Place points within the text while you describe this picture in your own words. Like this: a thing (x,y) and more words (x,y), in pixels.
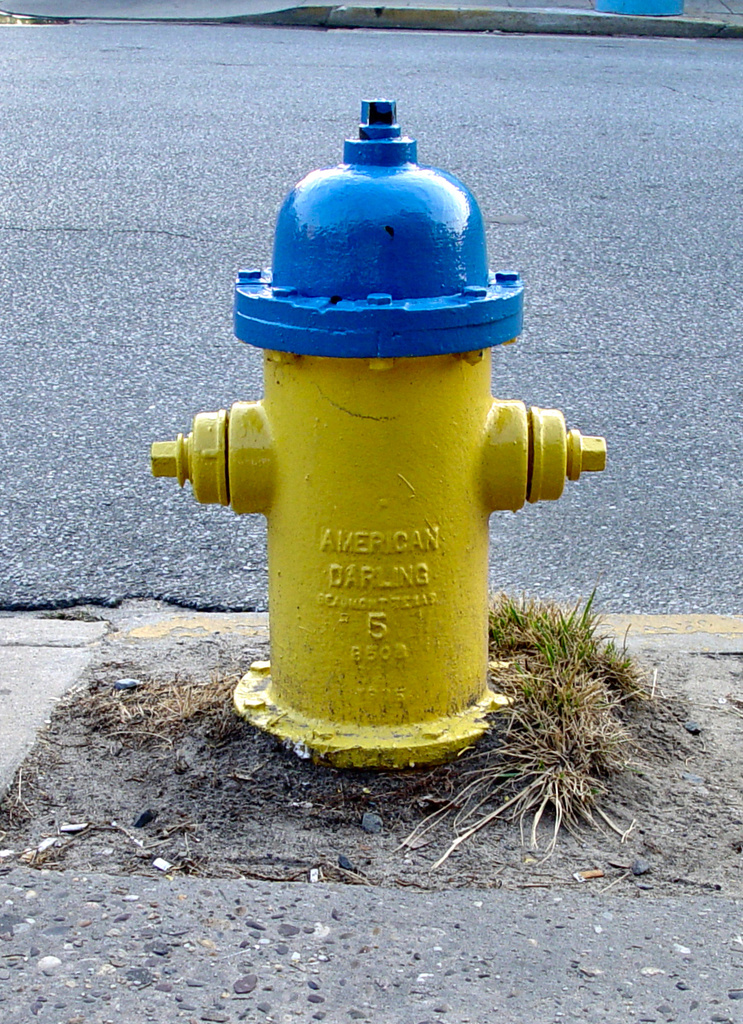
In this image I can see a fire hydrant (388,559) on the footpath (170,895). It is painted with blue and yellow colors. In the background (668,362) there is a road (622,208).
